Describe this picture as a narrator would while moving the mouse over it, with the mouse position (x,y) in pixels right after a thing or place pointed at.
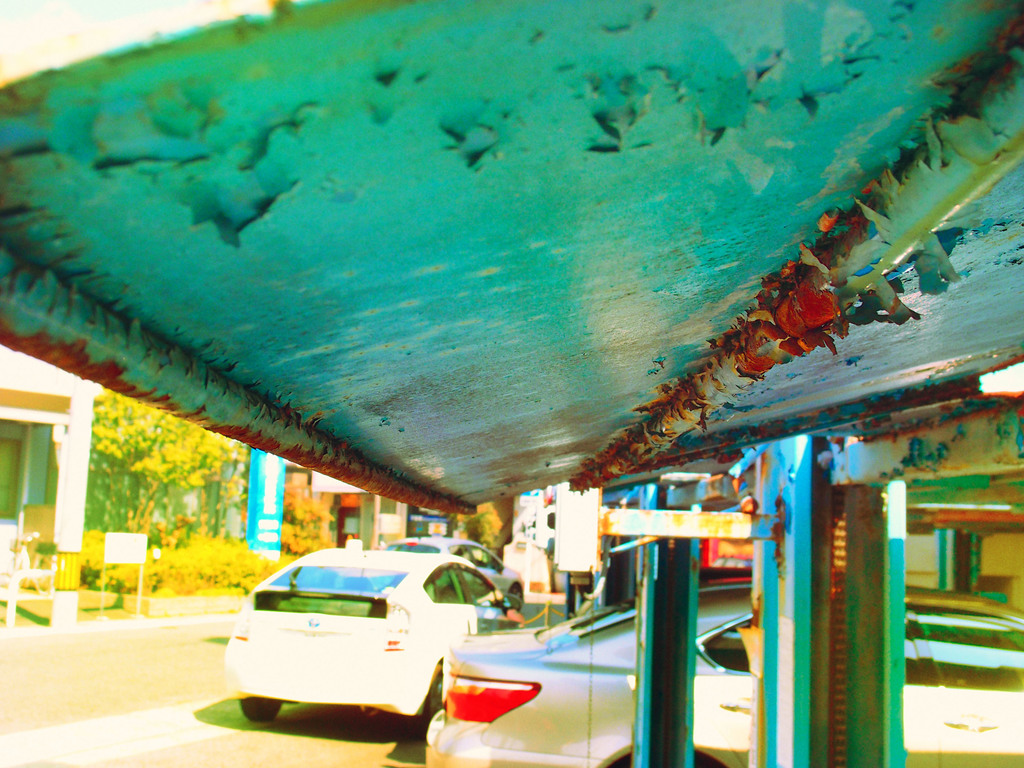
In this picture I can see few buildings (71,619), Trees (183,525) and few cars (579,689) and a board (116,546) on the sidewalk (114,624) and few plants (127,570).
